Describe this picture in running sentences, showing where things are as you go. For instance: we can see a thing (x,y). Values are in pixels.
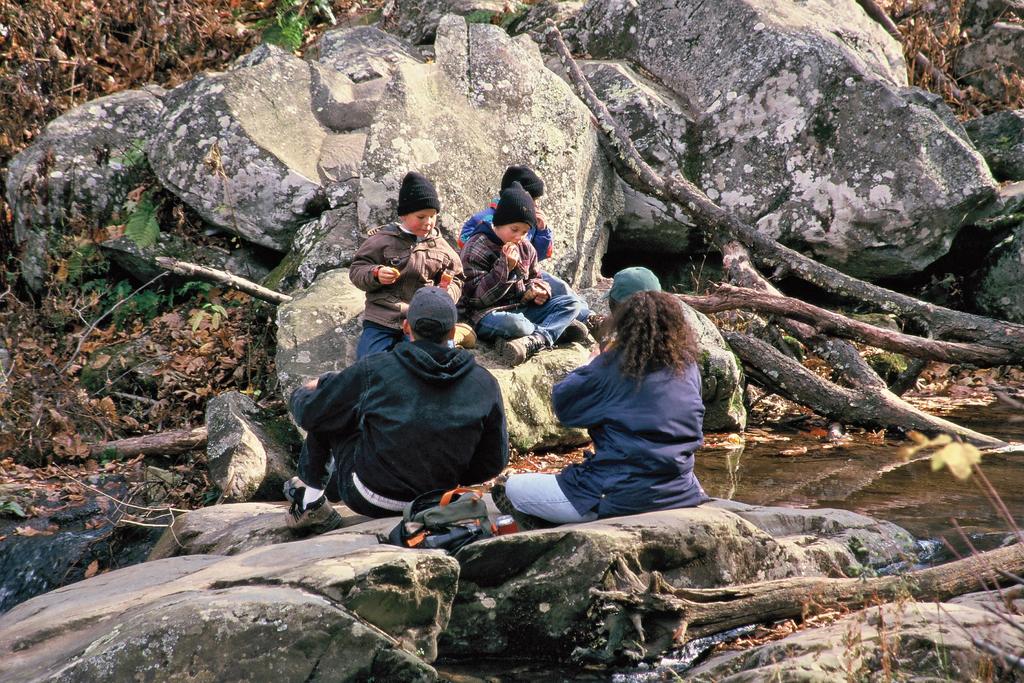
In the picture we can see some people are sitting on the rocks (509,552) with their children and near them, we can see the water (722,476) and some dried tree logs (811,317) and behind the rocks (573,182) we can see some dried plants (53,71).
